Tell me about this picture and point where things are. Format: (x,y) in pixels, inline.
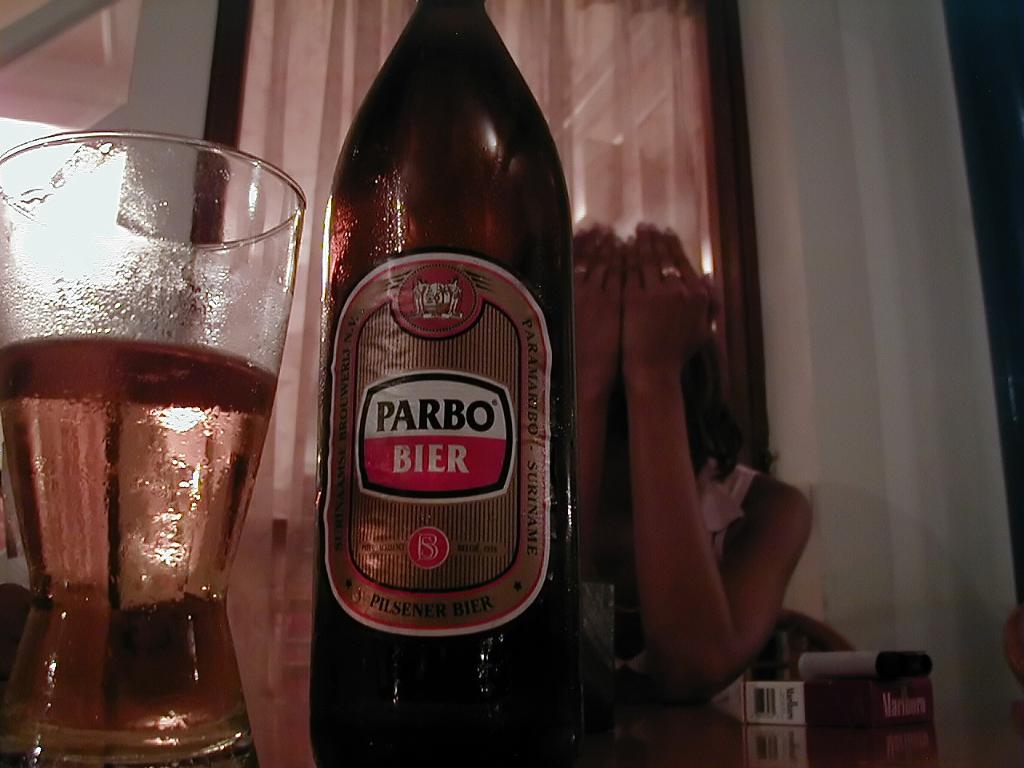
In this image there is a table (681,732), on that table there is beer bottle (468,250) and a glass (140,476), in the background (634,572) there is woman (665,570) sitting on chair (768,641), behind her there is a wall (825,505).
